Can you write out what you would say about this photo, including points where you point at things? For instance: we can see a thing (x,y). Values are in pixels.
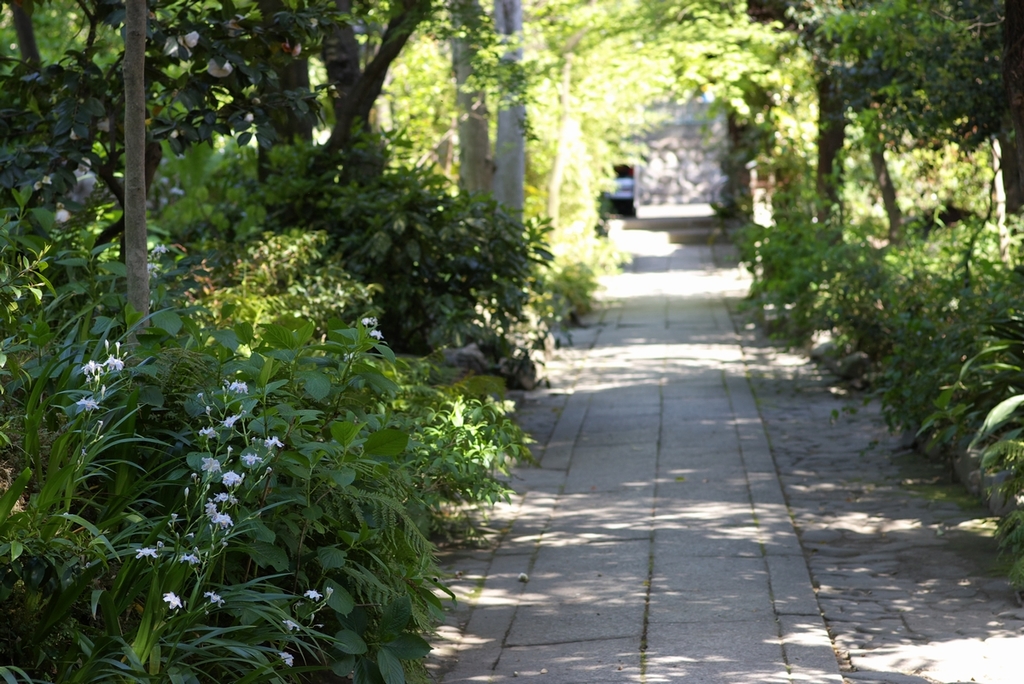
This image is taken outdoors. At the bottom of the image (724,584) there is a floor (641,460). On the left (282,391) and right sides of the image there are many trees (888,90) and plants (896,296) with green leaves (863,157), stems (833,143) and branches (841,127). There are few flowers (116,365).
